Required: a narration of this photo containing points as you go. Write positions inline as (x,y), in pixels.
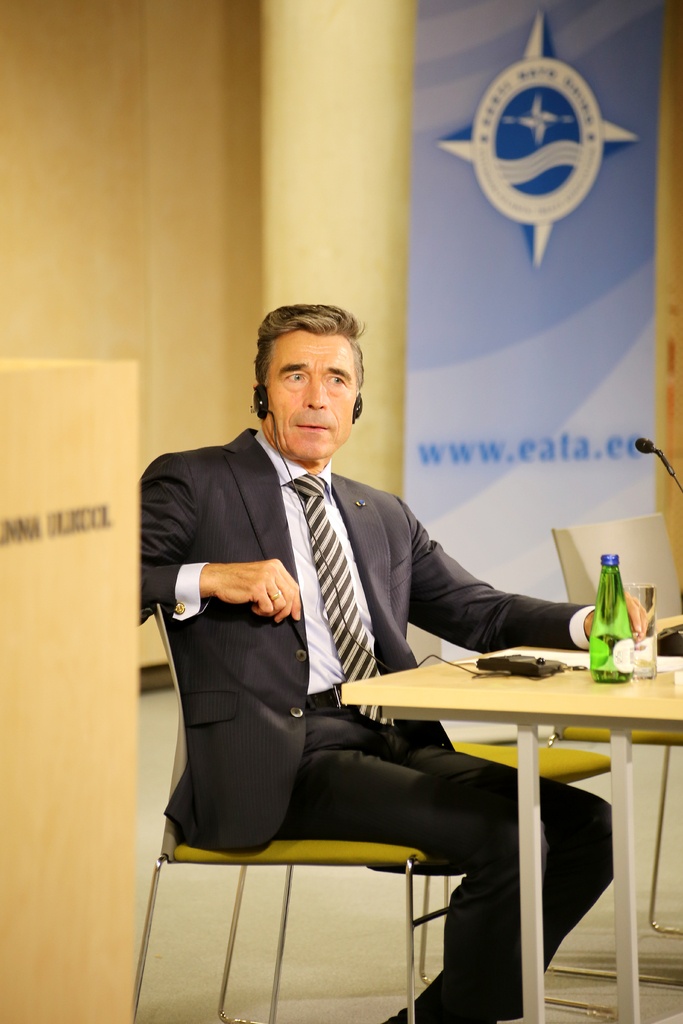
a person (364,652) is sitting on a chair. in front of him there is a table (632,685) on which there is a bottle (618,653) and a glass (648,629). behind him there is a banner (630,487) on which www. eata. ee is written.
